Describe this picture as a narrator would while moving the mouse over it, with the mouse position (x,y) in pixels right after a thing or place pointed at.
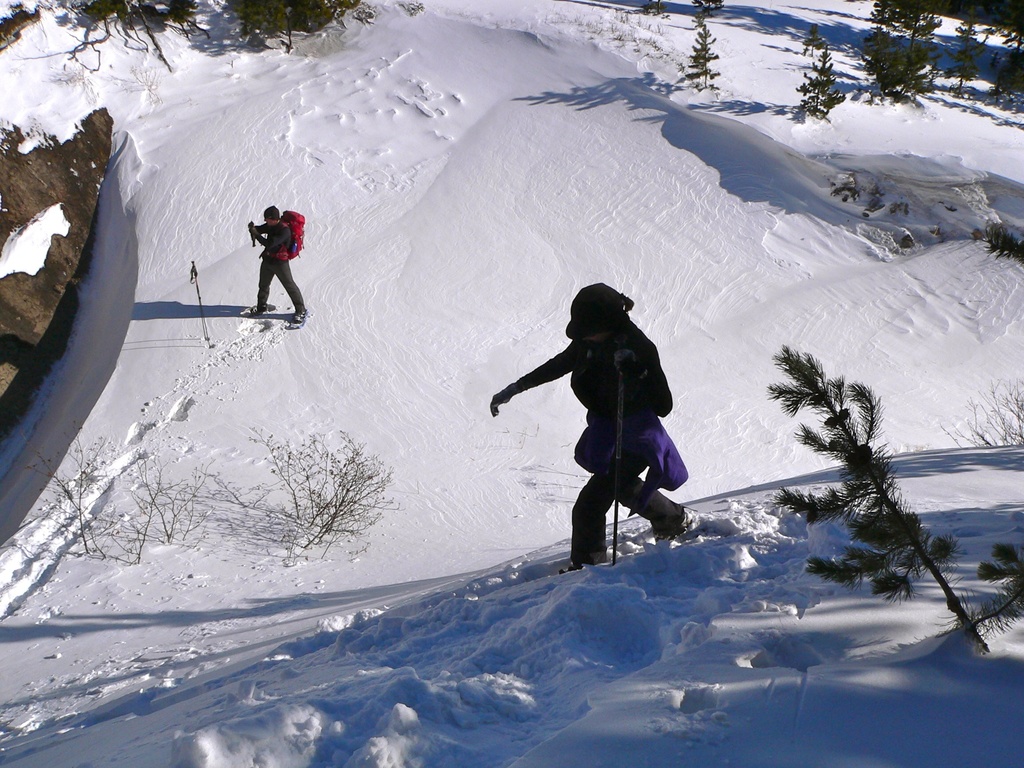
A person (283,272) is standing another person (594,402) is walking in the snow (796,431), these are trees (826,80).
